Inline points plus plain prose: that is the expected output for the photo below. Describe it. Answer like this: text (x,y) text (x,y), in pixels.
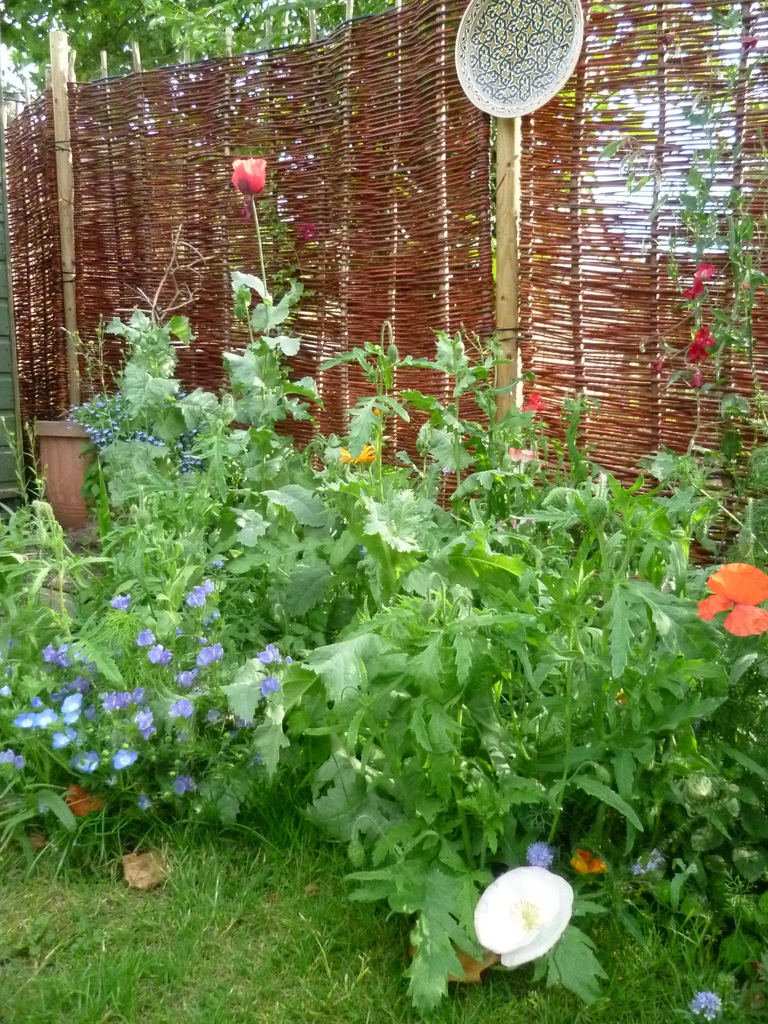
In this picture we can see the fence (603,31), poles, designed object (571,8), tree (22,4), plants (432,539), flowers (760,584), pot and green grass (137,976).
